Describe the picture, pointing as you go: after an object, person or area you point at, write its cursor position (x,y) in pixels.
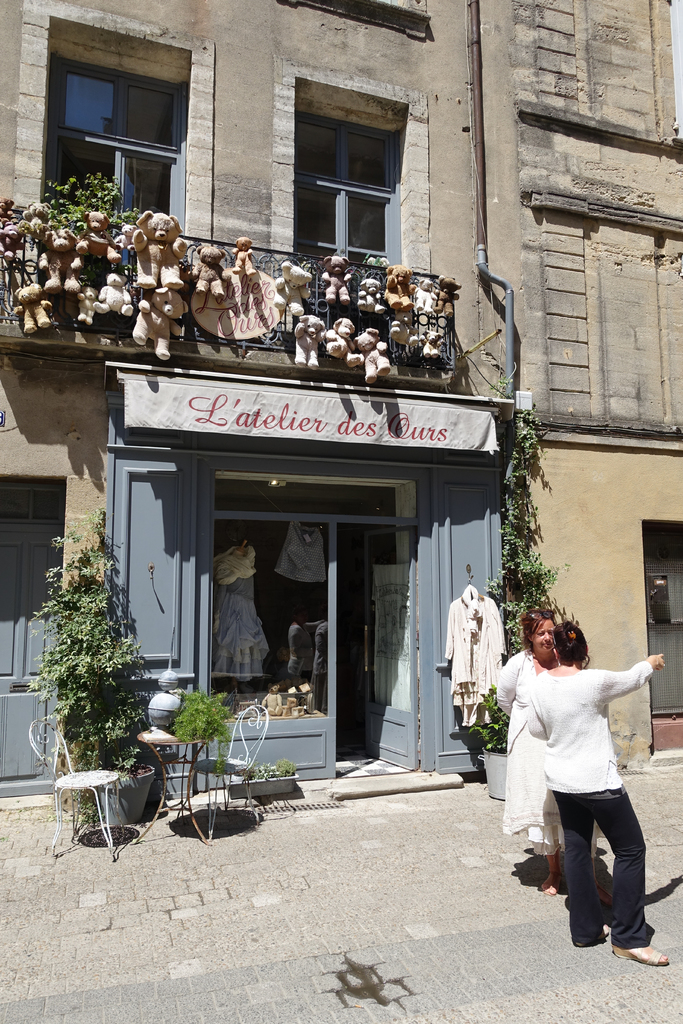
In this picture we can see two women (584,733) are talking each to other, in the background (222,696) we can see couple of plants (84,649), chairs (103,771), toys (408,300) and a building (571,300).
